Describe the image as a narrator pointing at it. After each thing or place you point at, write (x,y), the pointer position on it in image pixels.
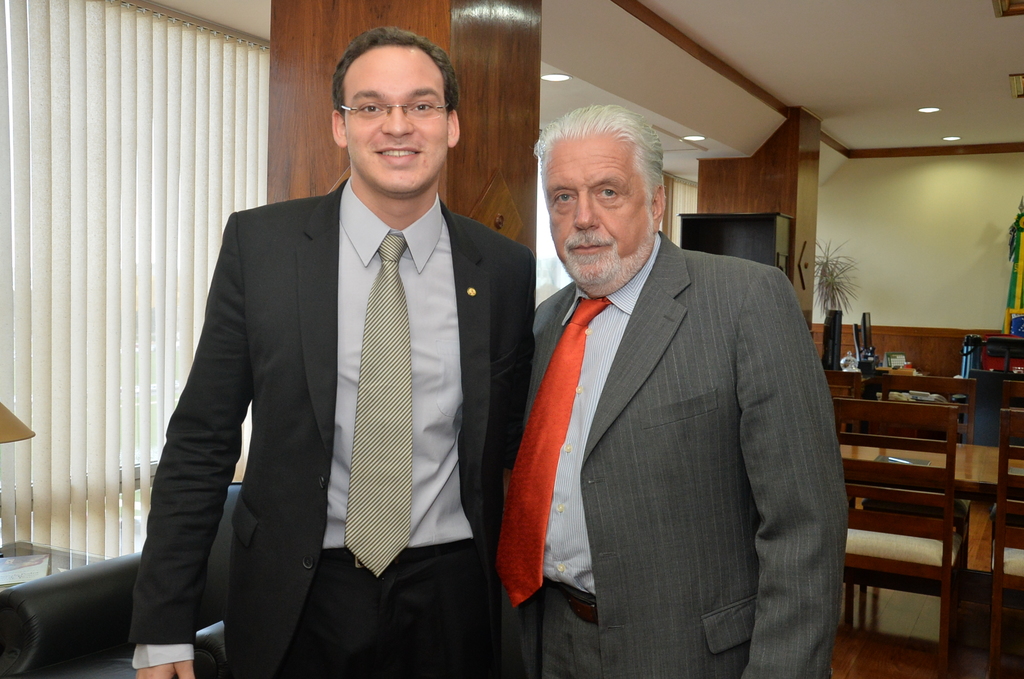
This is an inside view. Here I can see two men (438,357) standing, smiling and giving pose for the picture. On the right side (948,462) there are few tables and chairs (946,447). On the tables (850,374) few monitors (861,342), bottles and other objects (915,391) are placed. In the background (463,180) there is a pillar (482,44) and windows (158,199). On the left side (7,419) there is a lamp (8,439) placed on a table (51,567) and also there is a couch (74,588). At the top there are few lights (954,138).
